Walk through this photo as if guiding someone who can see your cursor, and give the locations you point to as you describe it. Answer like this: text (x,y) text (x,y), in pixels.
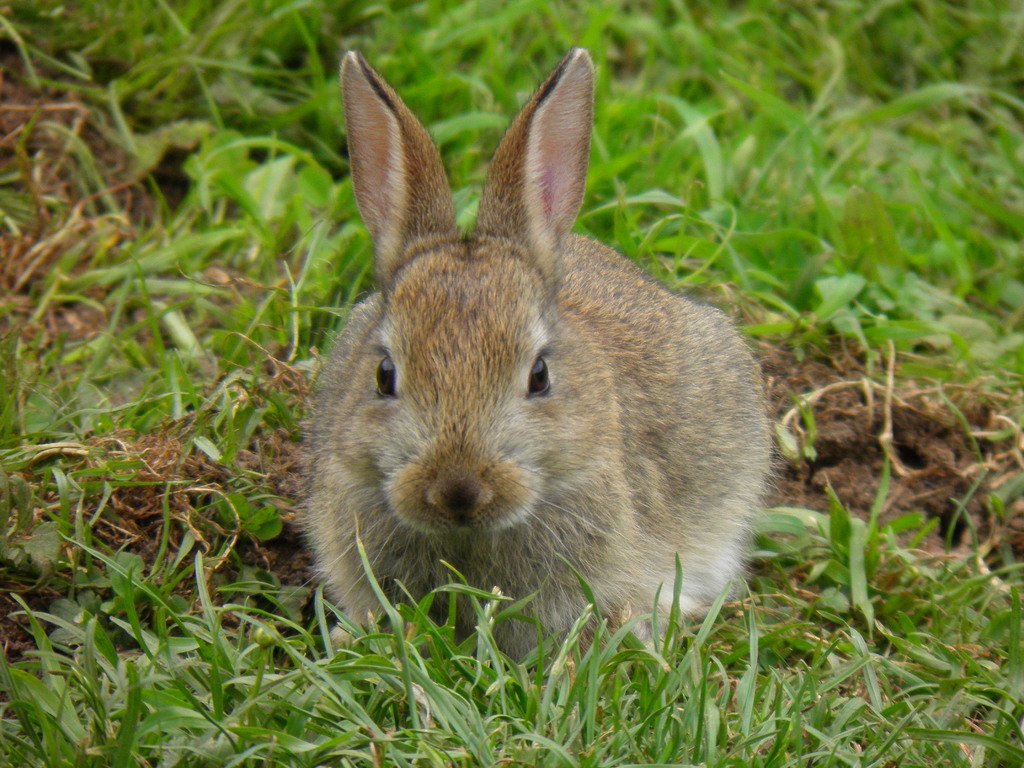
In this picture we can see a rabbit (407,276) on the grass (382,704).
